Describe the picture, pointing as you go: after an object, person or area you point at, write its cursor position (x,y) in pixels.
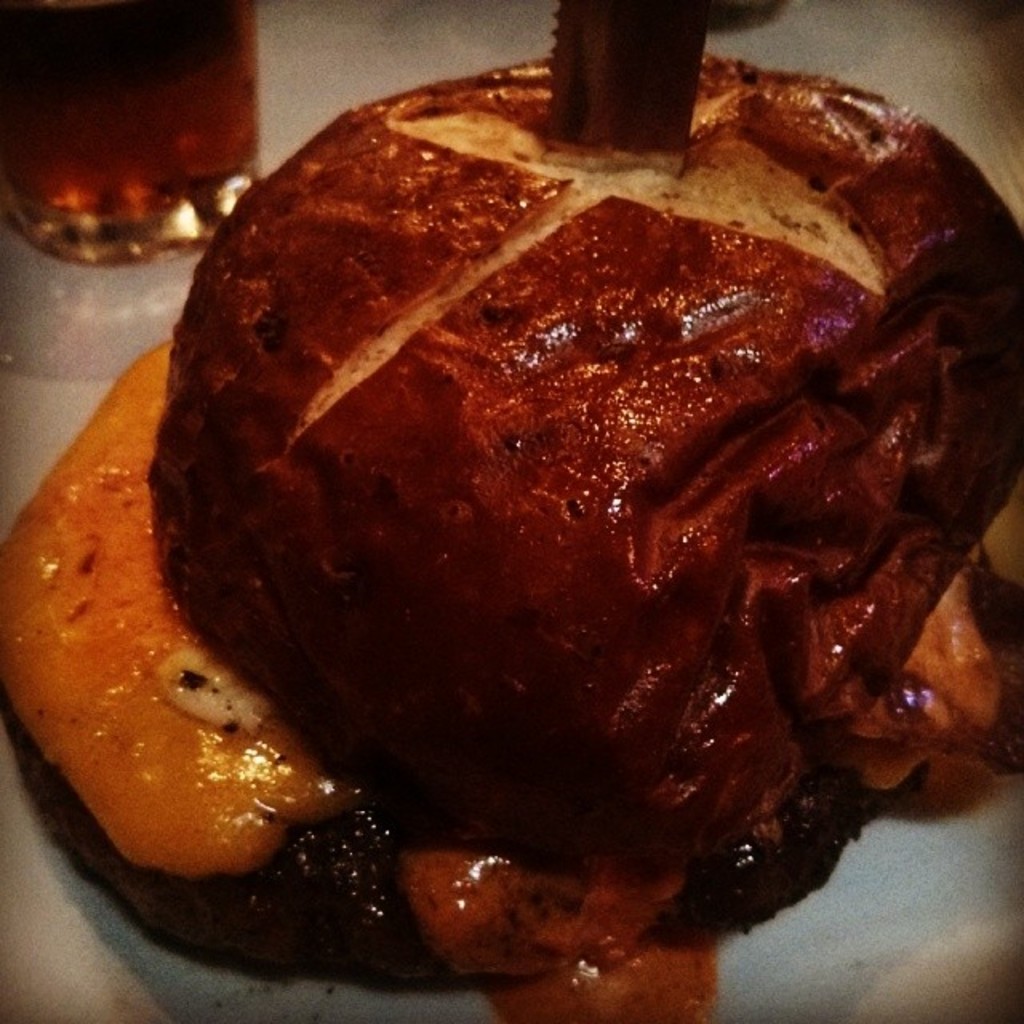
In this picture we can see food (397,624) on an object (17,1009). At the top of the image (249,156), it looks like a glass (190,133) and a knife (554,72).
